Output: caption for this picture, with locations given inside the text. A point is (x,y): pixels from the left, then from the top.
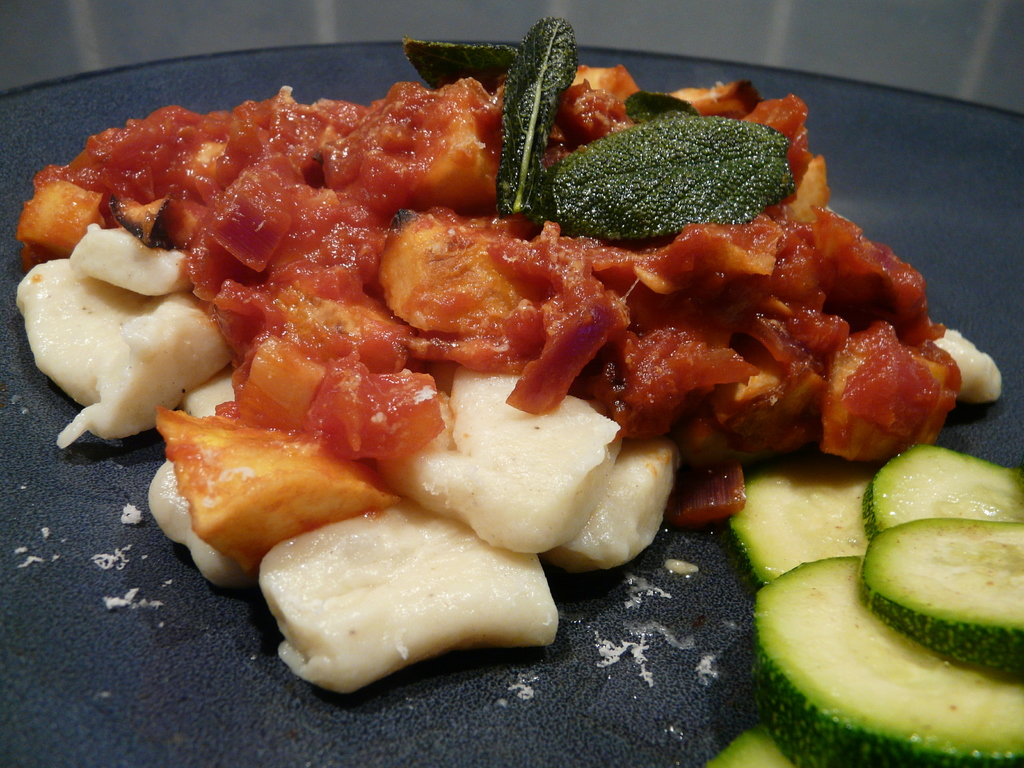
In the picture I can see some food items (806,649) are placed on the black color surface (175,759).
